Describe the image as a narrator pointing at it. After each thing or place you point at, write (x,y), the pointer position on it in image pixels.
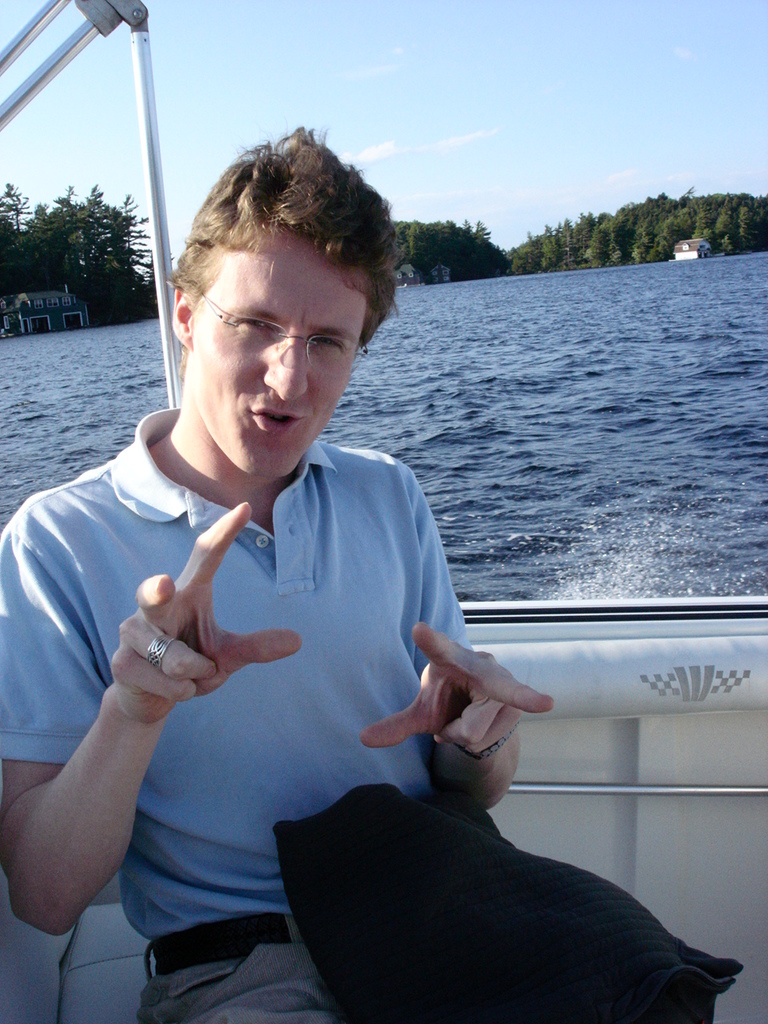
There is a man (201,685) sitting in a boat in the foreground area of the image (355,672), there are trees (621,237), it seems like house structures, water (689,262) and the sky (480,184) in the background (483,177).
